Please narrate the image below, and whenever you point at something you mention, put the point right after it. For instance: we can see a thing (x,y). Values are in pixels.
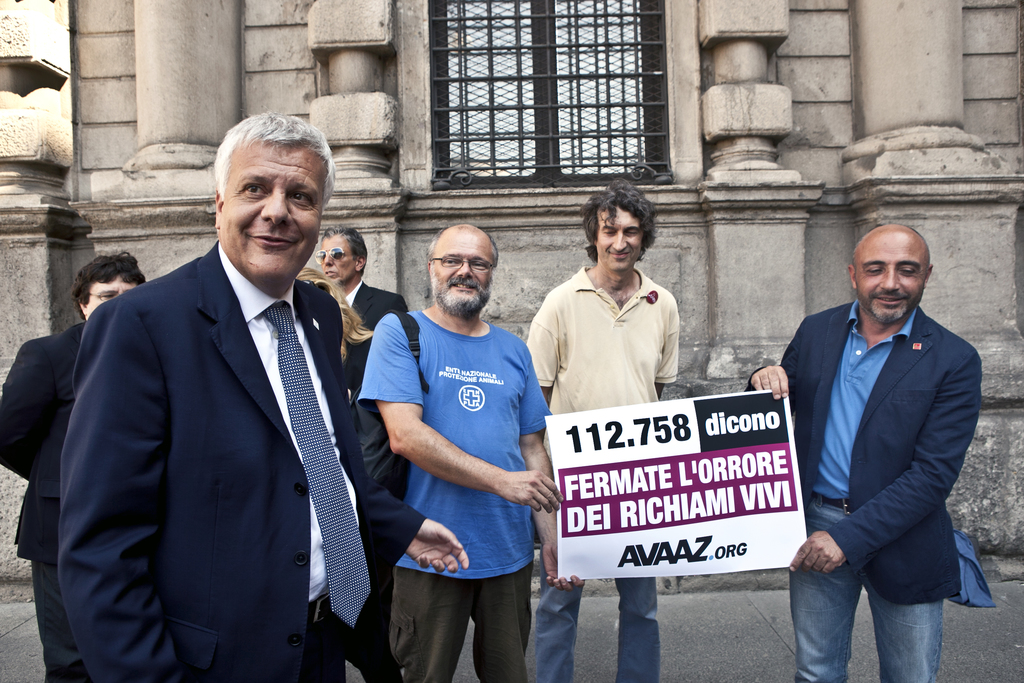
In the center of the image (611,230) there are people (628,334) holding a poster (594,497). In the background of the image (638,118) there is a building (410,89). There is a window (614,75). At the bottom of the image (719,658) there is road (697,661).
